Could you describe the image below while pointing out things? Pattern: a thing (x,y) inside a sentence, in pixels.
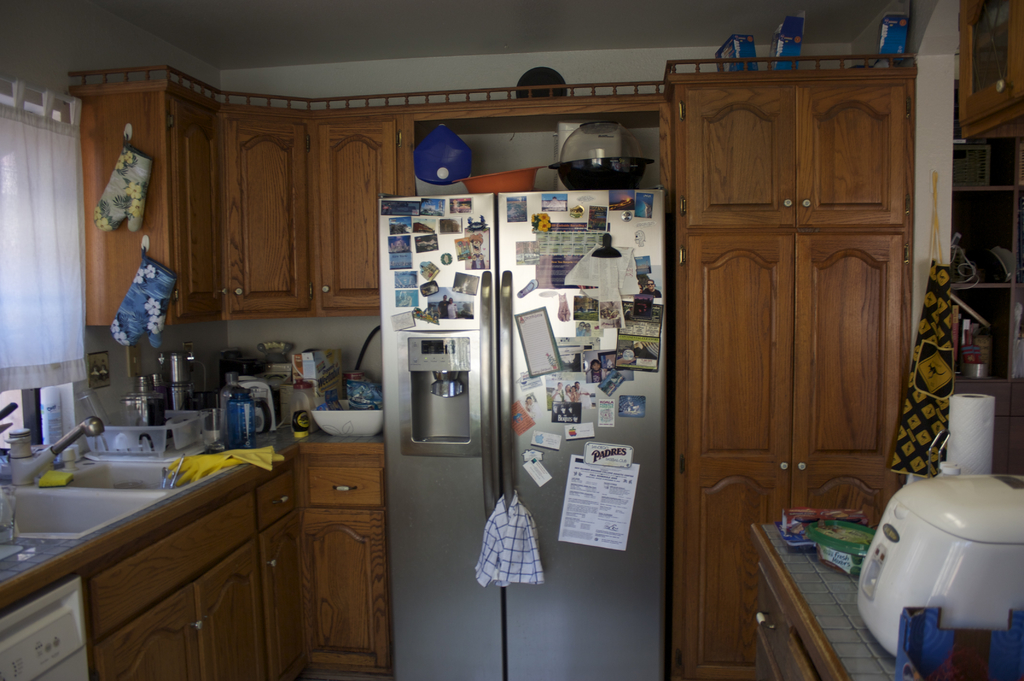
On the left side (28,240) there is a curtain (54,307). Also there is a platform (38,549) with wash basins (52,488), tap (47,456), gloves (207,465), basket (194,436), bowl (322,427), bottles (231,414), packets (304,369) and many other items (277,383). Also there is a cupboard (272,197). On the cupboard (260,200) there are gloves (141,211) hanged. And there is a fridge (463,360). On the fridge (534,291) there are many items (556,375) pasted. And there is a towel (509,539) on the handle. On the fridge (512,196) there are bowls (566,174). On the cupboard (869,231) there are packets (788,32). Near to the cupboard (913,240) there is an apron (928,334). On the right side (884,652) there is a platform (838,595). On that there is an electronic device (947,518), tissue roll (952,443) and many other items (838,558).
